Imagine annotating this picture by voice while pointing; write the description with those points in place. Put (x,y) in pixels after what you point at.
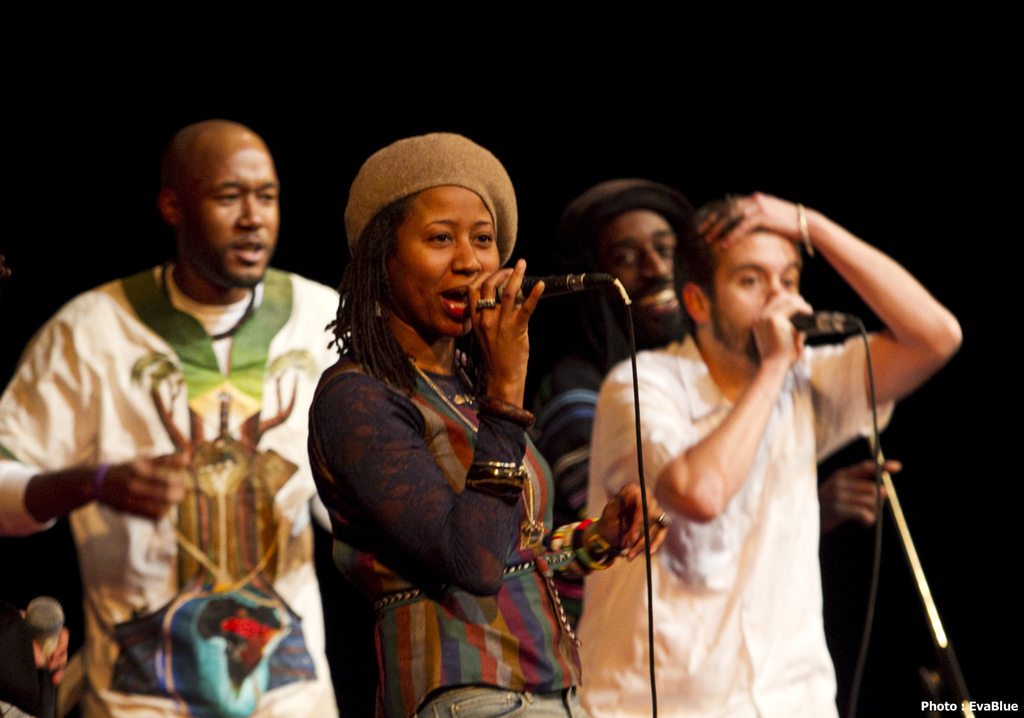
A lady (382,355) wearing hat (391,179), bangles (513,481), rings (668,520) is holding mic (537,275) and singing. In the back (727,426) a person (743,494) in white shirt (753,479) is singing and holding a mic (800,325). Also two persons (630,230) are standing in the back (225,369). In the background (638,111) it is black.
